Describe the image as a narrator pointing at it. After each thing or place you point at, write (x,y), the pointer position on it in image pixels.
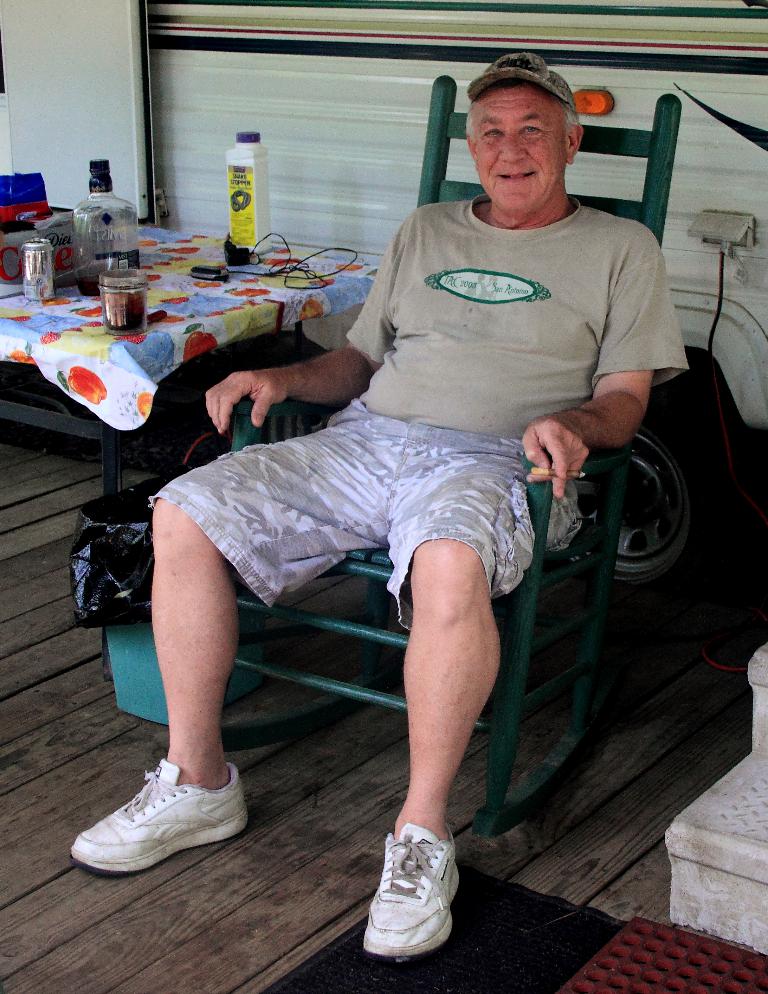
There is a man (212,689) sitting on chair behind him there is a dustbin (90,567) and a table (99,411) with bottles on it.
